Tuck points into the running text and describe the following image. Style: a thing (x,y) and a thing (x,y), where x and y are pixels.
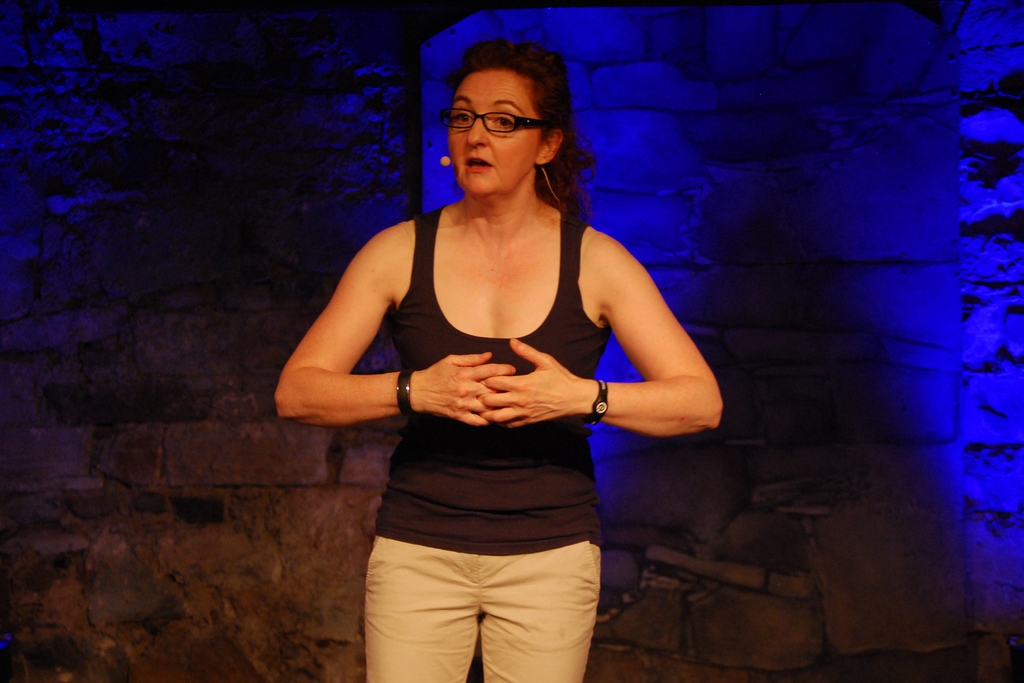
In this image I can see a person (493,387) standing wearing black shirt (455,518), cream pant (429,601). At the back (258,622) I can see a wall (132,393).
